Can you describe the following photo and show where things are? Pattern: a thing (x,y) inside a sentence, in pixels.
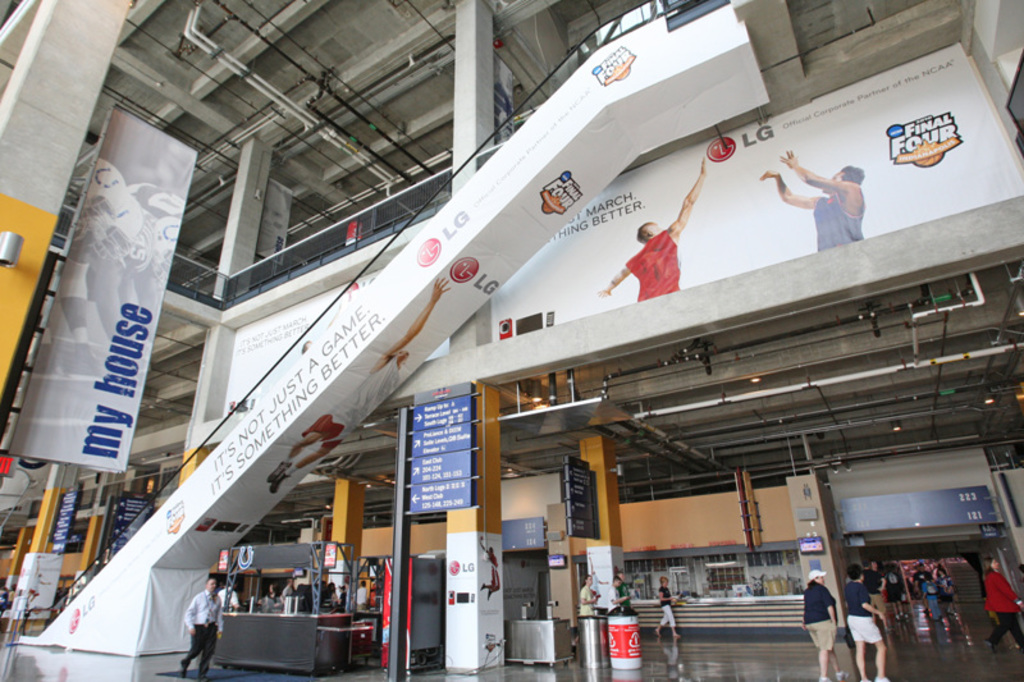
In the image in the center (648,228), we can see one building (318,478), pillars (6,170), banners (327,436), sign boards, pipes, tables (310,645), dust bins (615,646), few people (930,596) are standing and few other objects (545,625).
